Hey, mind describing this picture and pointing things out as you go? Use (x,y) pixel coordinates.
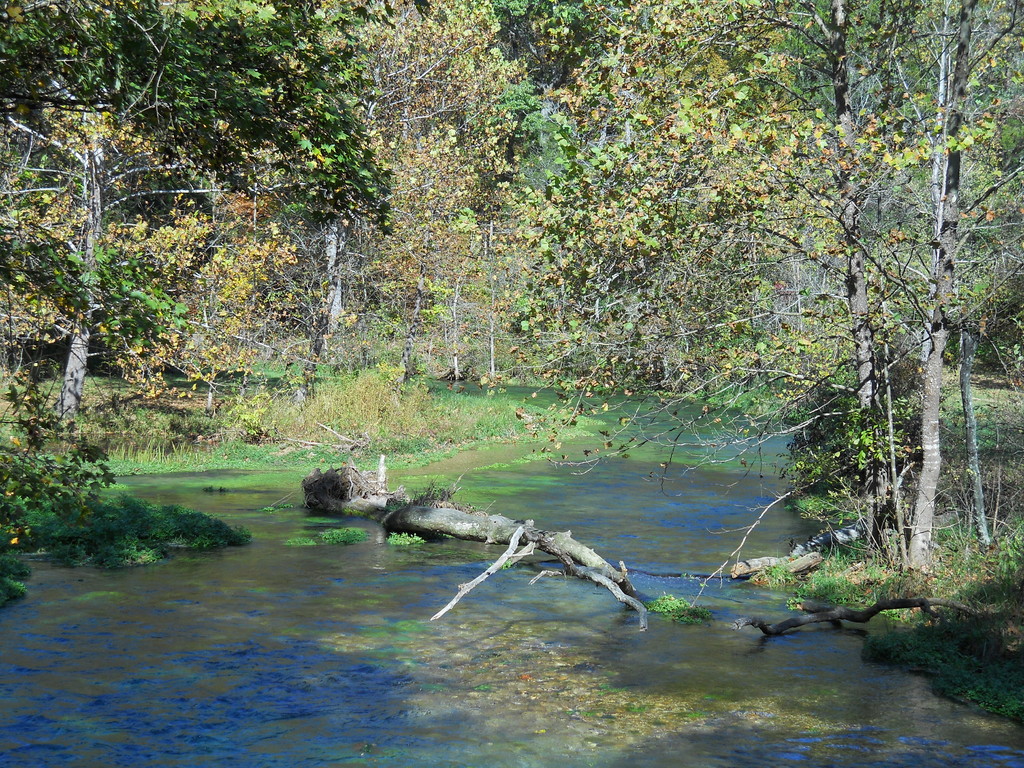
In this image, in the middle (409,295) there are trees (405,356), plants (399,410), grass (491,436). At the bottom (464,601) there are branches (452,523), water (481,591), grass (108,541).
